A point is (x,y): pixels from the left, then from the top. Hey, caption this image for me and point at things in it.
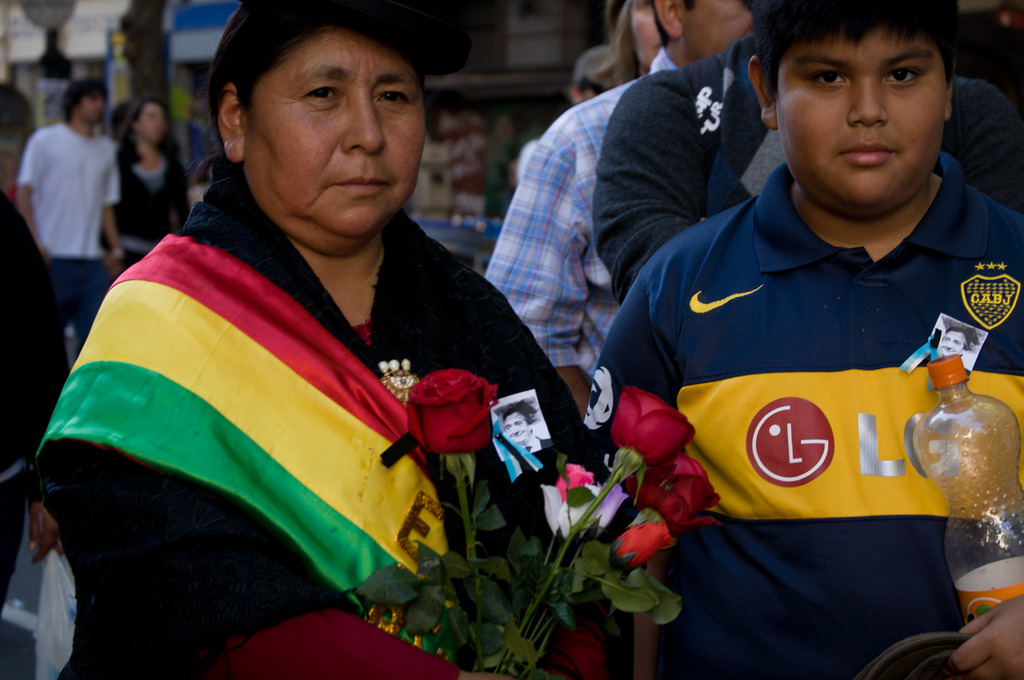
Here in the front (804,158) we can see two people (214,555) standing with roses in their hand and a bottle (943,454) present, behind them also we can see group of people (99,148) Walking Through The Road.
